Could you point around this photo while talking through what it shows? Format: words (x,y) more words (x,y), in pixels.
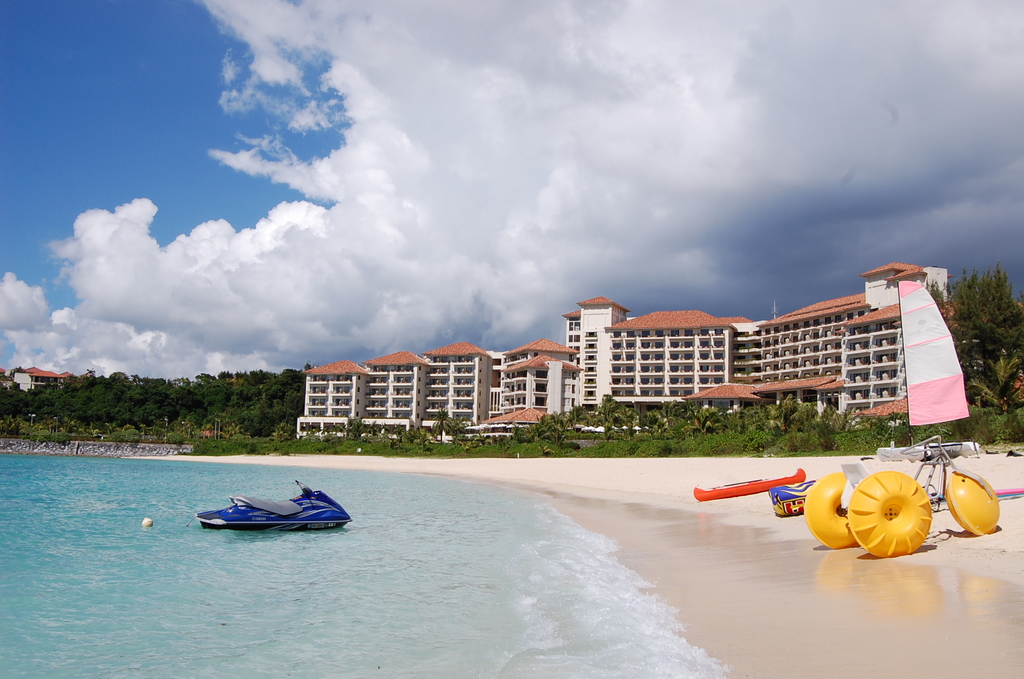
In this image I can see water (379,507) and in it I can see a blue colour jet ski (279,526). I can also see few boats (794,486), a water tricycle (918,522), number of trees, buildings (802,330), clouds (918,254) and the sky (164,102). I can also see a pink and white colour thing (934,337) over here.
